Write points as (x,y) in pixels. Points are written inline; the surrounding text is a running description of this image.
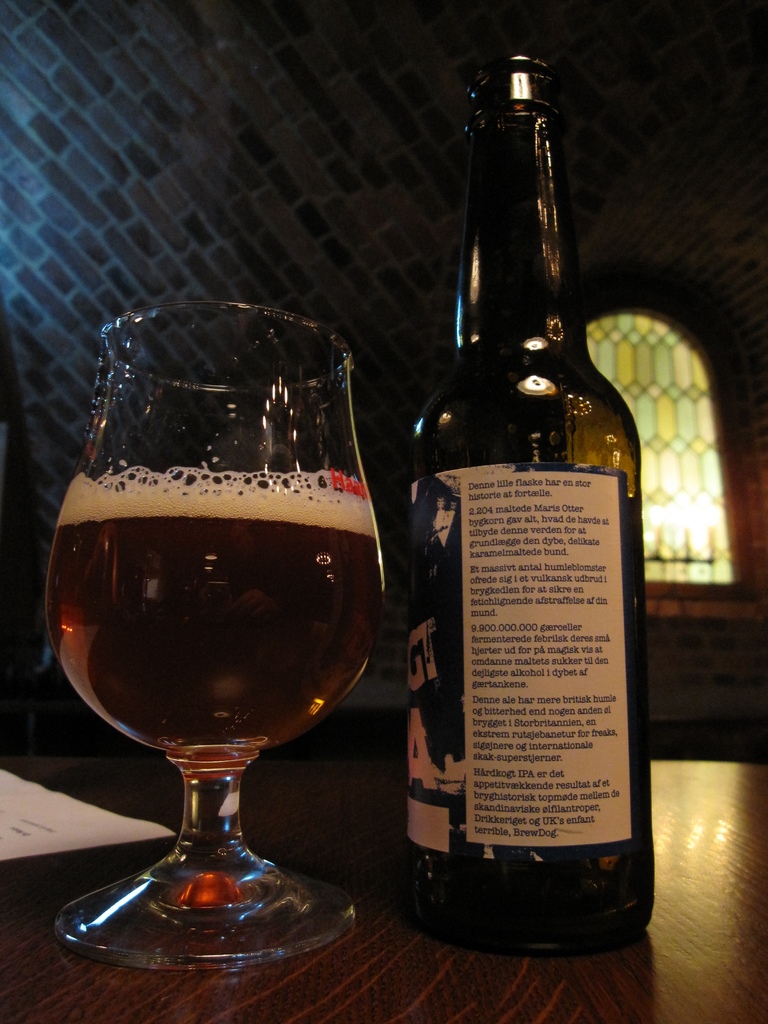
In this picture we can see glass (283,438) with drink (248,520) in it and bottle (498,277) beside to this glass (288,594) and here we can see paper (90,832) and all this three are placed on table (397,958) and in the background (655,330) we can see window (675,525), wall (353,163).
